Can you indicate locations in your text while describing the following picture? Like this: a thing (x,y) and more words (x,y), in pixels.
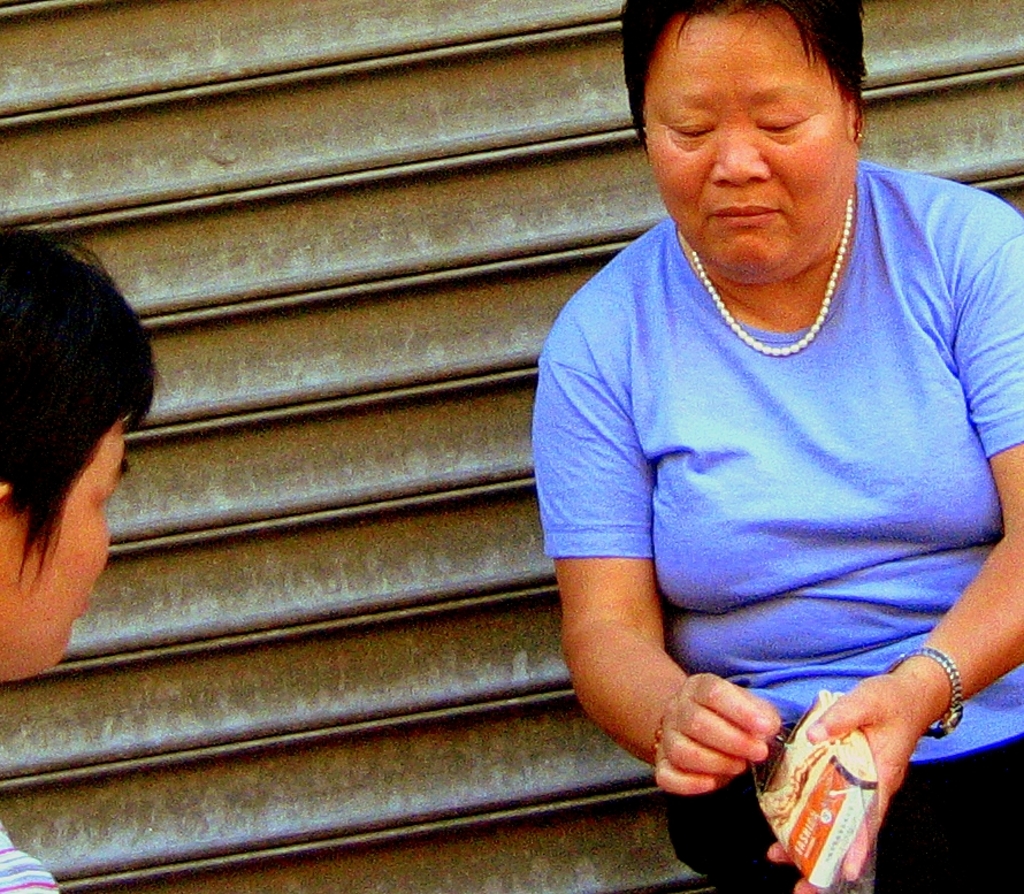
In the image in the center (680,351) we can see one woman (861,554) sitting and holding some object (773,752). On the left side of the image (24,446) we can see one person (56,503). In the background (635,152) there is a shutter (595,116).
